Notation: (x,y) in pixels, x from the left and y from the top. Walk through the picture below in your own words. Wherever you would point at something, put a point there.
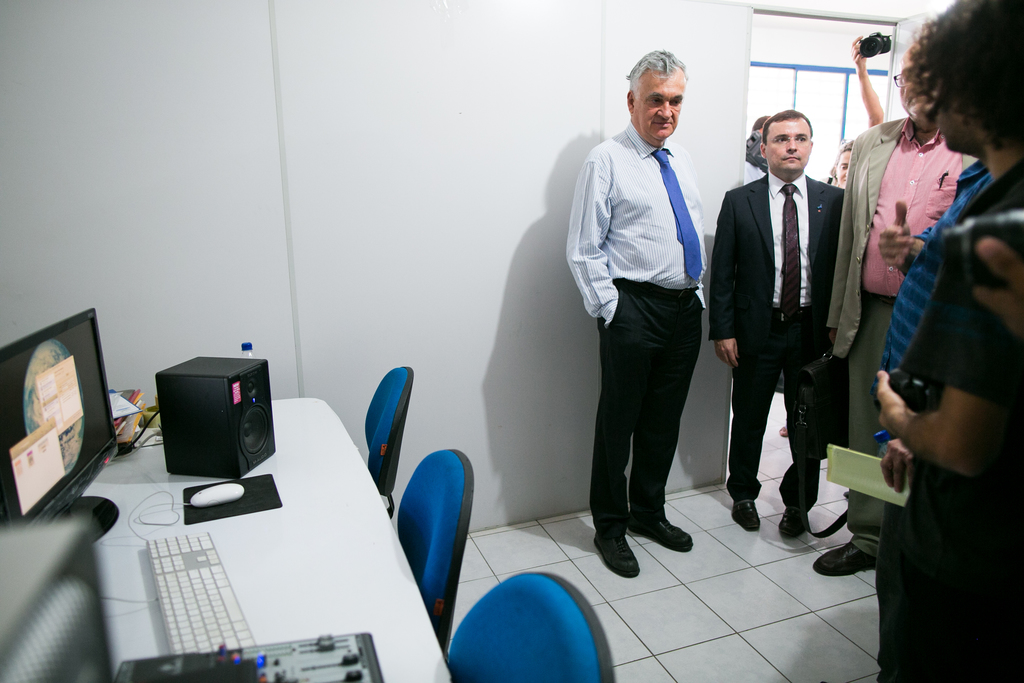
On the right (885,226) there are people (863,199). At the top (870,49) there is a person (866,70) holding camera (867,45). On the left (60,365) there are chairs (429,515), table (328,541), desktop (87,412), speaker (244,404), books (120,408), bottle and other objects (146,424). At the top (363,171) it is wall (460,223) painted white.
